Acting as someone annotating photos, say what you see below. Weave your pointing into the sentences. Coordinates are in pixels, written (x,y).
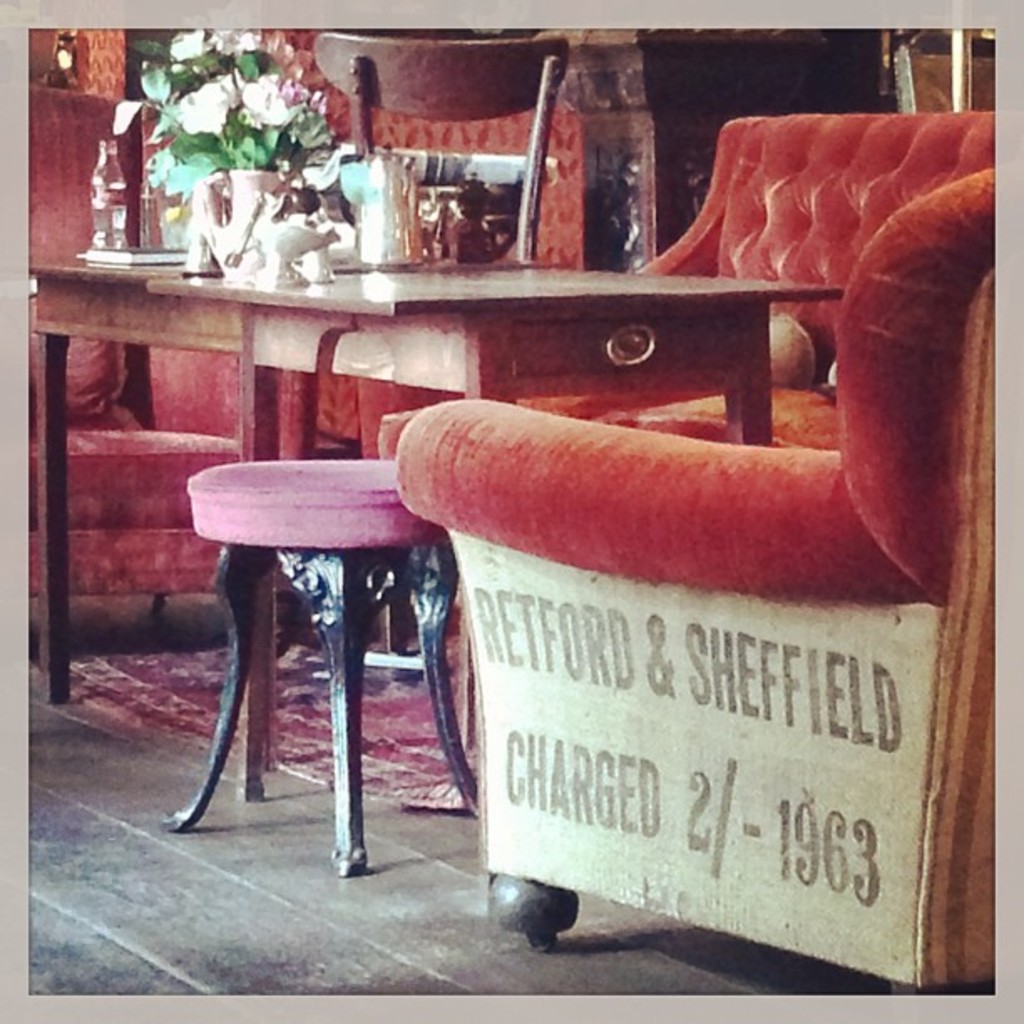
In the picture, there is a red color sofa (782,199) and there is a table (567,287) in front of it, on the table (246,289) there are some flower vase (211,236) and bottles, there is also a small stool (365,525) beside the sofa (428,442).
